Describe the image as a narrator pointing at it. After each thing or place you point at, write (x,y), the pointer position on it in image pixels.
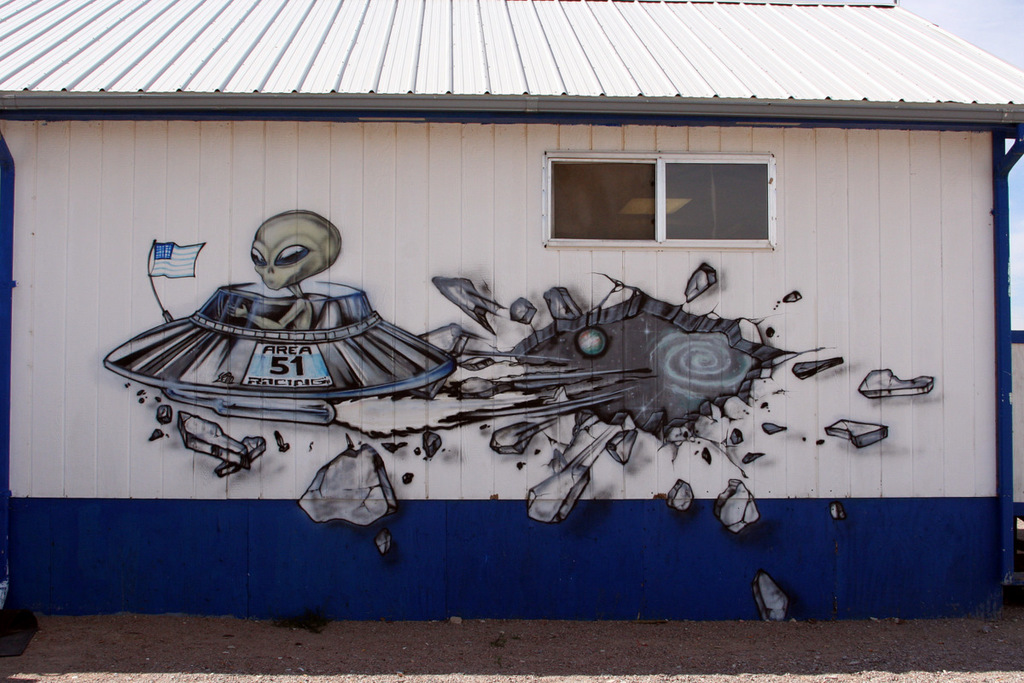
In this image there is graffiti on the wall (963,477) of the house (854,146), and at the background (975,16) there is sky (991,21).
